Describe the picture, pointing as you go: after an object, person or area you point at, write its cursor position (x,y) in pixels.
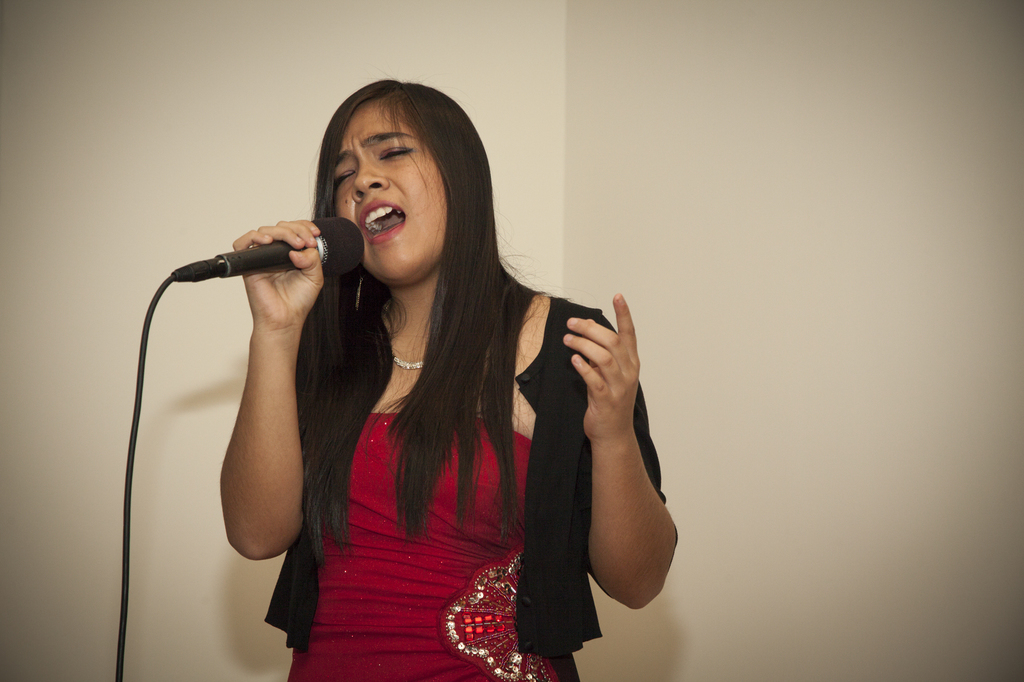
In this picture we can see a woman (398,114) standing, holding a mike (285,259) in her hand (318,263) and singing. behind to her there is a wall (846,163).
